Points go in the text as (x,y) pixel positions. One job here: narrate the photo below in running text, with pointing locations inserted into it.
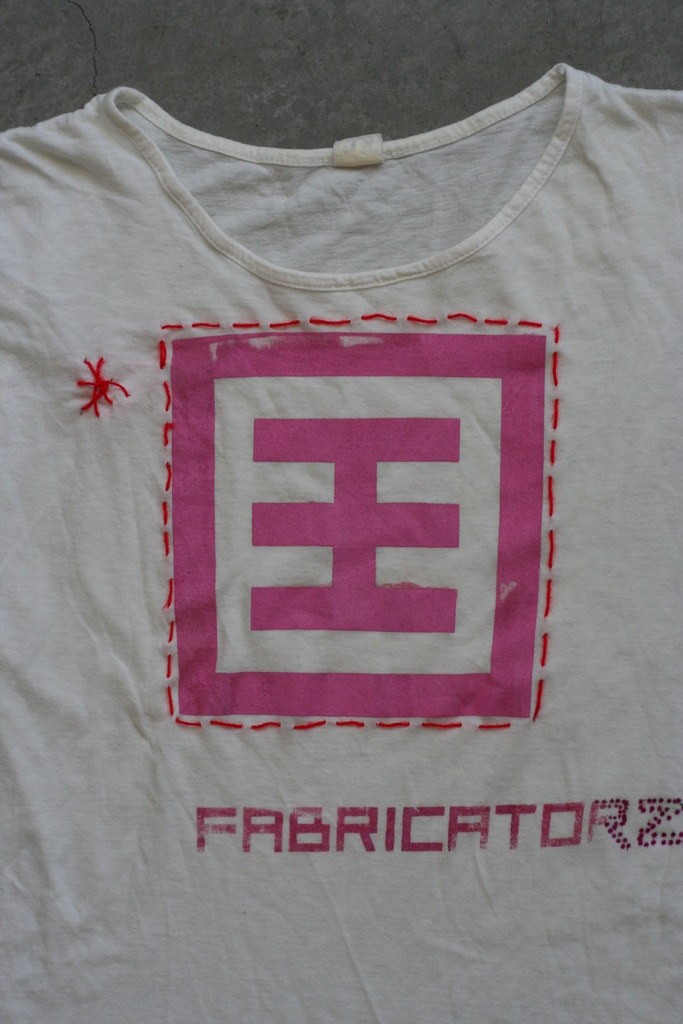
In this image, we can see a t-shirt (605,491) which is colored white contains a logo (234,523) and some text (546,830).
